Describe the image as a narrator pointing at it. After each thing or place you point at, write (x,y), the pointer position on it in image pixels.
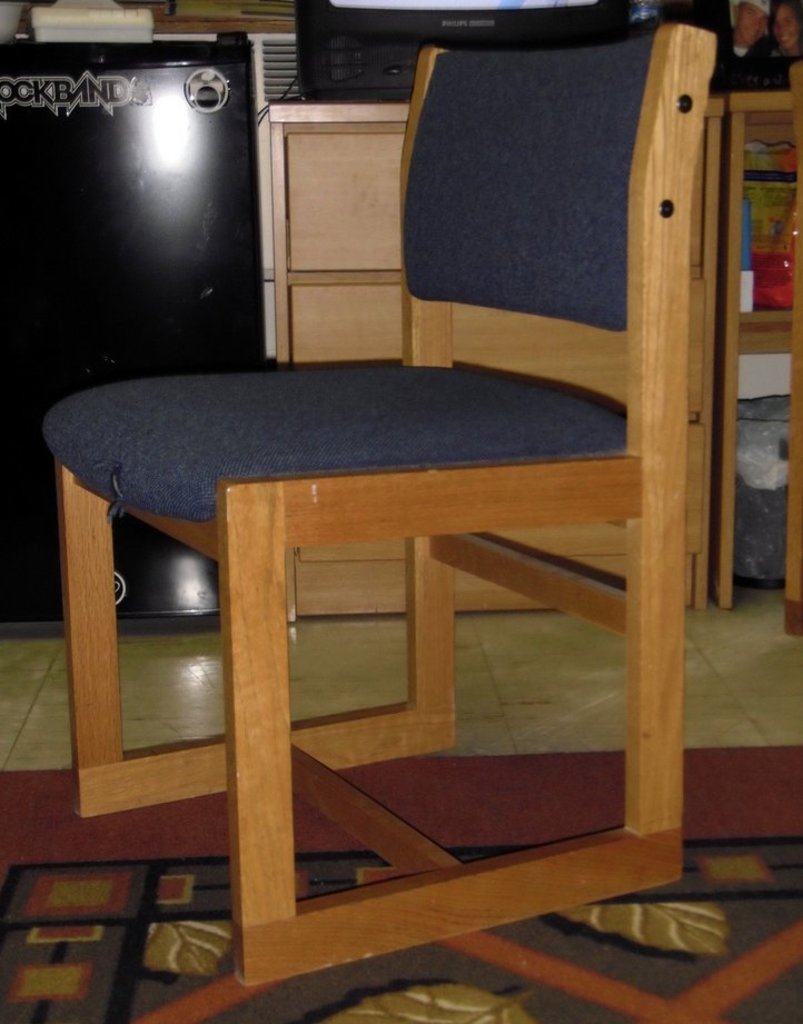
In this picture we can see a carpet (709,792) on the floor (723,719). On the carpet (534,917), there is a chair (331,496). Behind the chair (337,375), there are drawers (337,316) and a black object (151,233). At the top of the image (437,13), it looks like a television (392,52). On the right side of the image (778,161), there are some objects (771,256).
